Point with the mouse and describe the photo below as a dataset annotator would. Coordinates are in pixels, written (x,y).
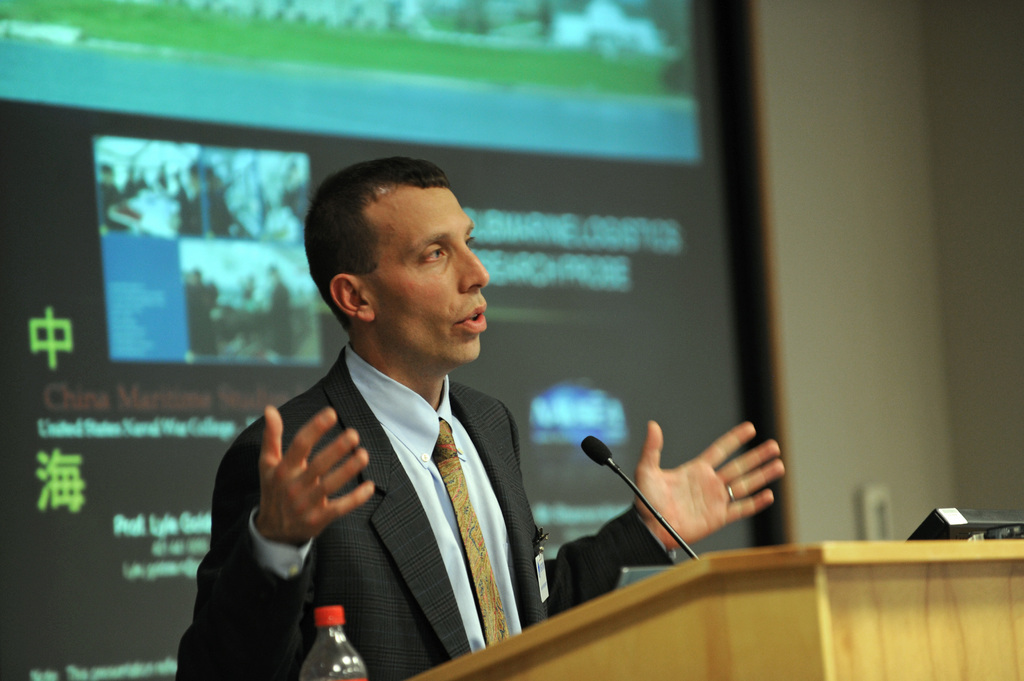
In this image we can see a person (457,449) standing in front of the podium (682,576) and we can see a bottle (343,667) and a microphone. In the background (392,127), we can see the wall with a screen (250,154), in that we can see the text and images (562,130).
